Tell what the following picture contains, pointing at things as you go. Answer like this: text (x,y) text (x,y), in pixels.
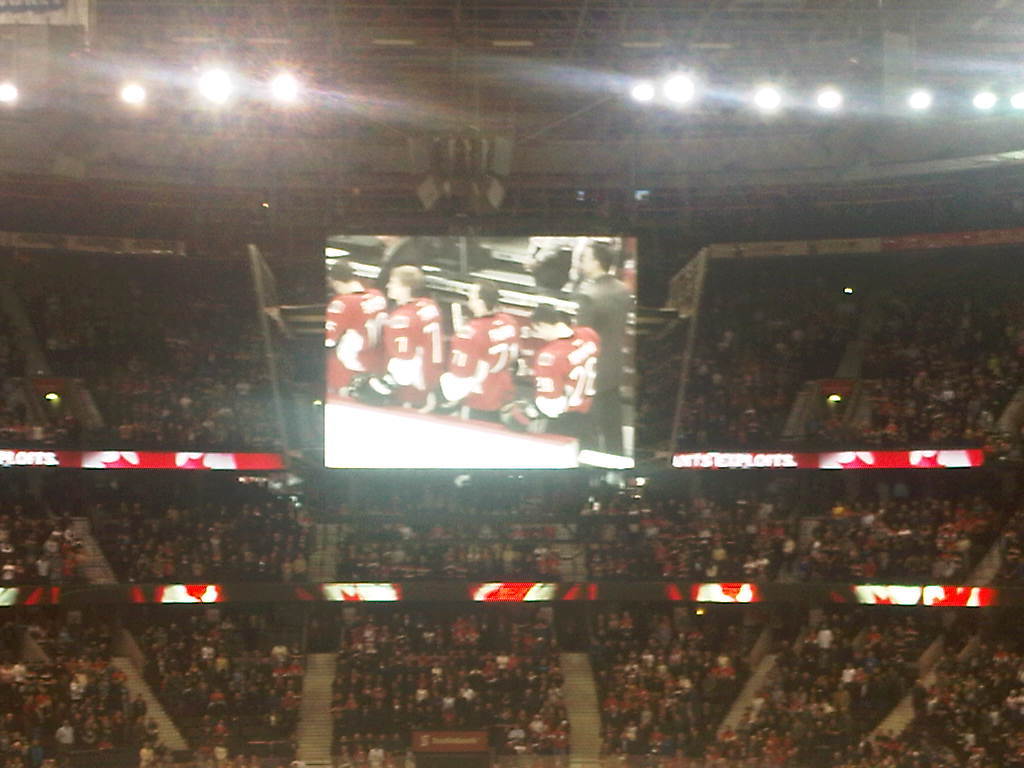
In this image we can see a stadium (306,236). Also there are many people (837,689) and there are banners (486,591). And there is a screen (480,376). On the screen (454,312) there are few people (473,378). At the top (207,67) we can see lights (921,100).
